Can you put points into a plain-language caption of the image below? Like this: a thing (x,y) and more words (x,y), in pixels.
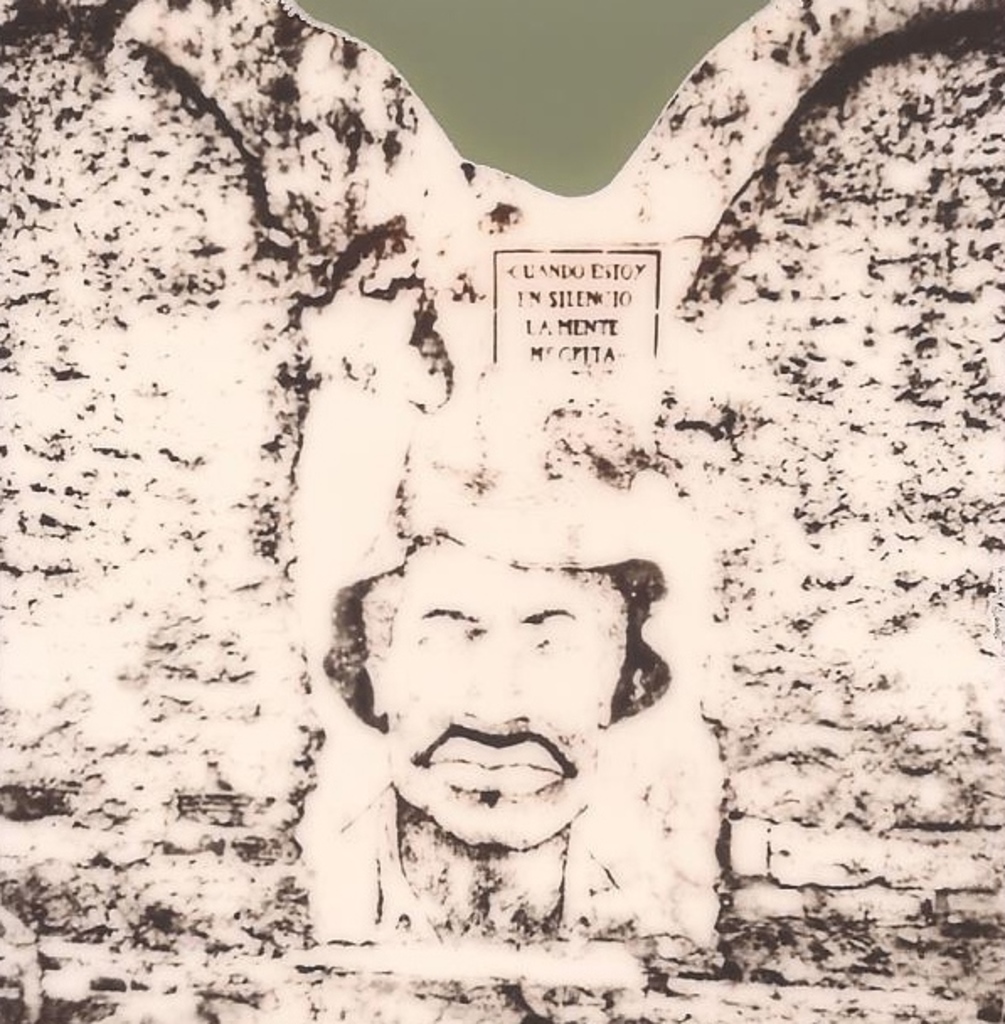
In this picture we can see the wall (320,233) and on this wall (837,364) we can see a face (399,736) of a person (524,562) and some text (611,268).
